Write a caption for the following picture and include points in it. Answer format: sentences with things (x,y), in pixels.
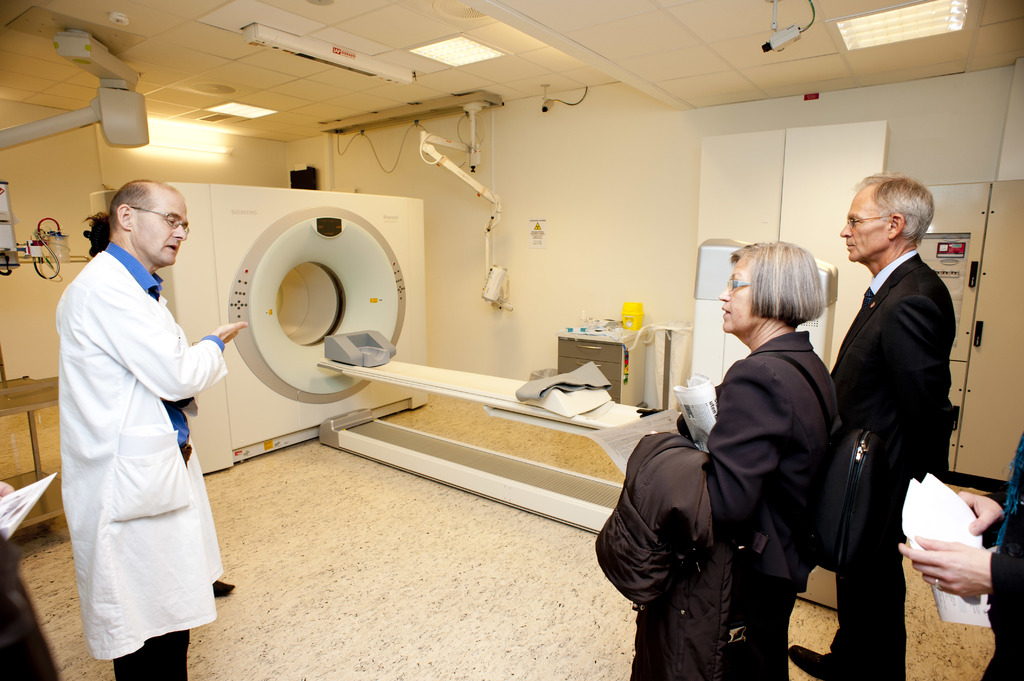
In this picture we can see the doctor (114,555) in white uniform (148,457) explaining about the CT scan machine (328,321) to 2 people (785,440) wearing black coats (788,429). These two people (814,381) are listening to the doctor (178,416).
